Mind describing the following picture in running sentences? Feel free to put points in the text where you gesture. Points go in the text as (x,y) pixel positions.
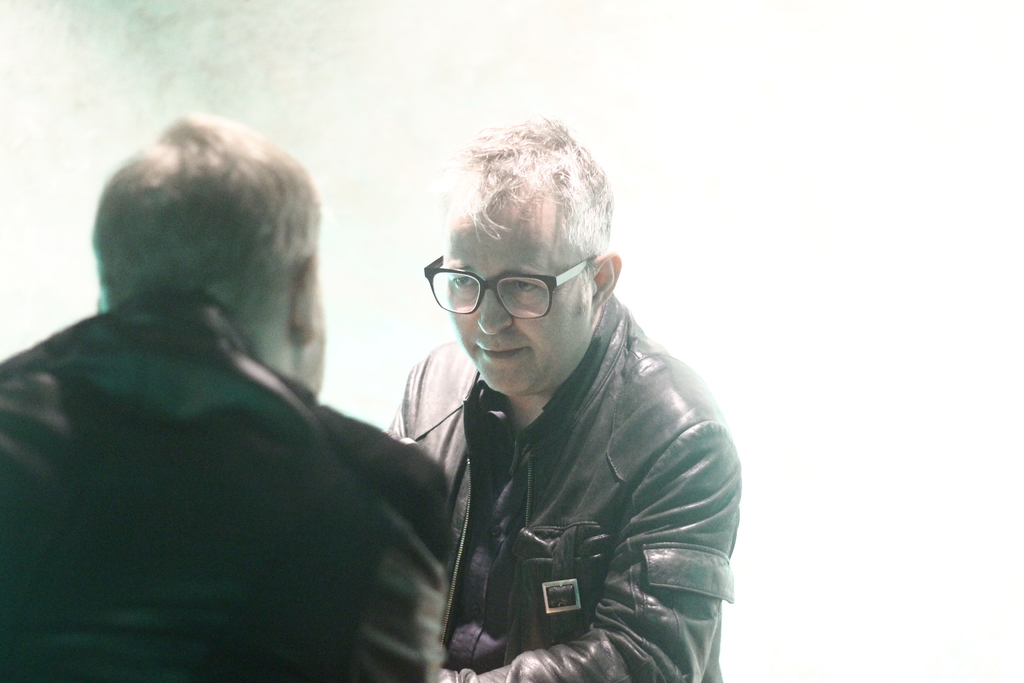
The man (471,511) in the middle of the picture (567,401) wearing a black jacket (517,555) and spectacles (555,282) is looking at the man (263,344) in the opposite side. He is smiling. In front of him, we see a man (244,550) in the black jacket (230,473). In the background (816,203), it is white in color.
